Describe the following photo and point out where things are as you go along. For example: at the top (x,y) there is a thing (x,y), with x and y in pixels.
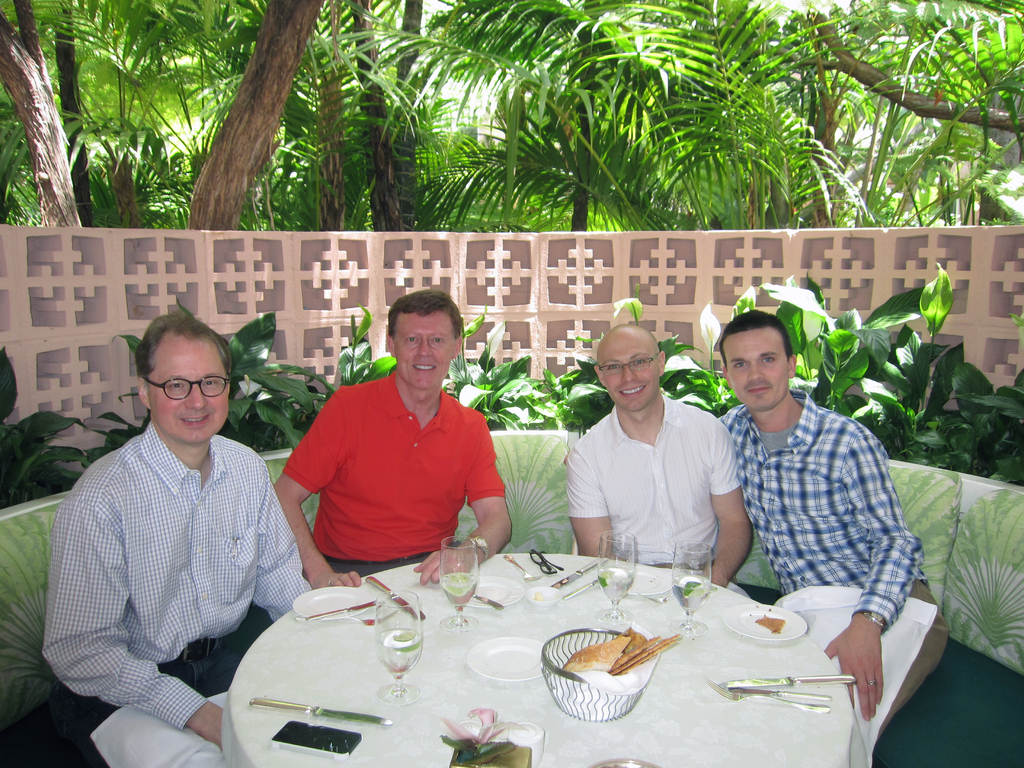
In this image, we can see group of people (288,561) are sat on the sofa (1011,603). They are smiling. At the bottom (486,718), we can see white color table (440,652), few items (317,732) are placed on it. At the background (973,385), there are so many plants (896,316) and wall (435,275) here, we can see trees (574,149).
